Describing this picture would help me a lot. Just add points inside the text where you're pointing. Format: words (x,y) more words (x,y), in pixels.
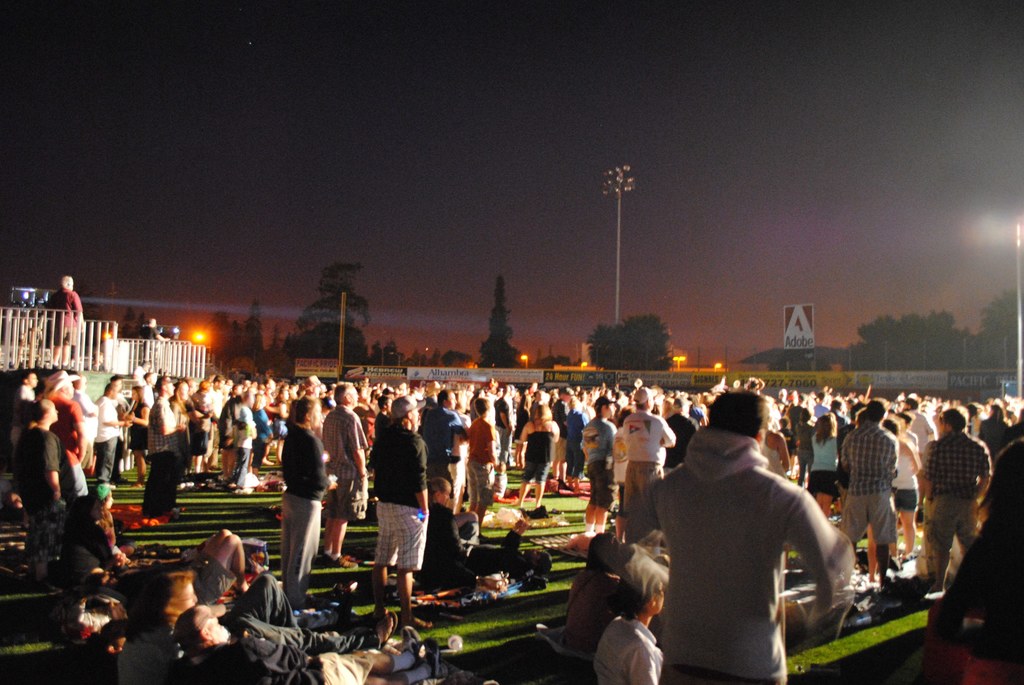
This picture is clicked outside the city. In this picture, we see people (751,441) standing on the grass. At the bottom (243,681), we see people (216,611) lying on the grass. On the left side (58,356), we see the man (78,301) is standing and beside him, we see a white railing (76,361). There are trees (246,330), street lights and a wall (609,378) in the background (752,375). We see many boards (805,381) in white, yellow and red color with some text (797,344) written on it. At the top (487,131), we see the sky (512,259). This picture is clicked in the dark.
